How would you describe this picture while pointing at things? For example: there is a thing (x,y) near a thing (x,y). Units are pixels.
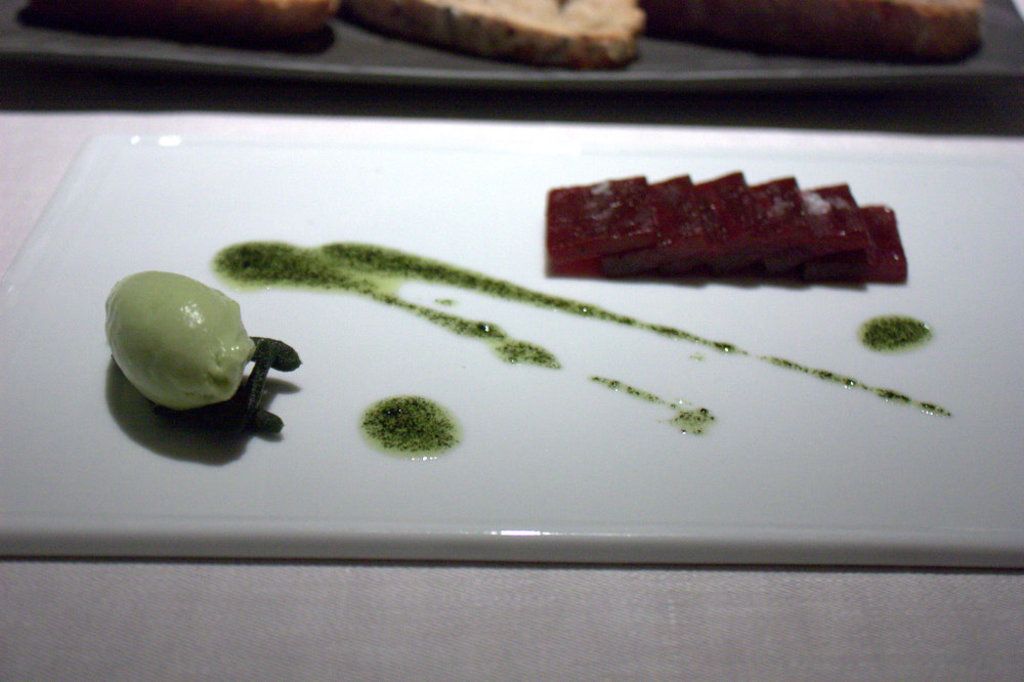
In this image there are a few food items (517,299) on a plate (362,311), the plate (511,255) is on top of a table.
